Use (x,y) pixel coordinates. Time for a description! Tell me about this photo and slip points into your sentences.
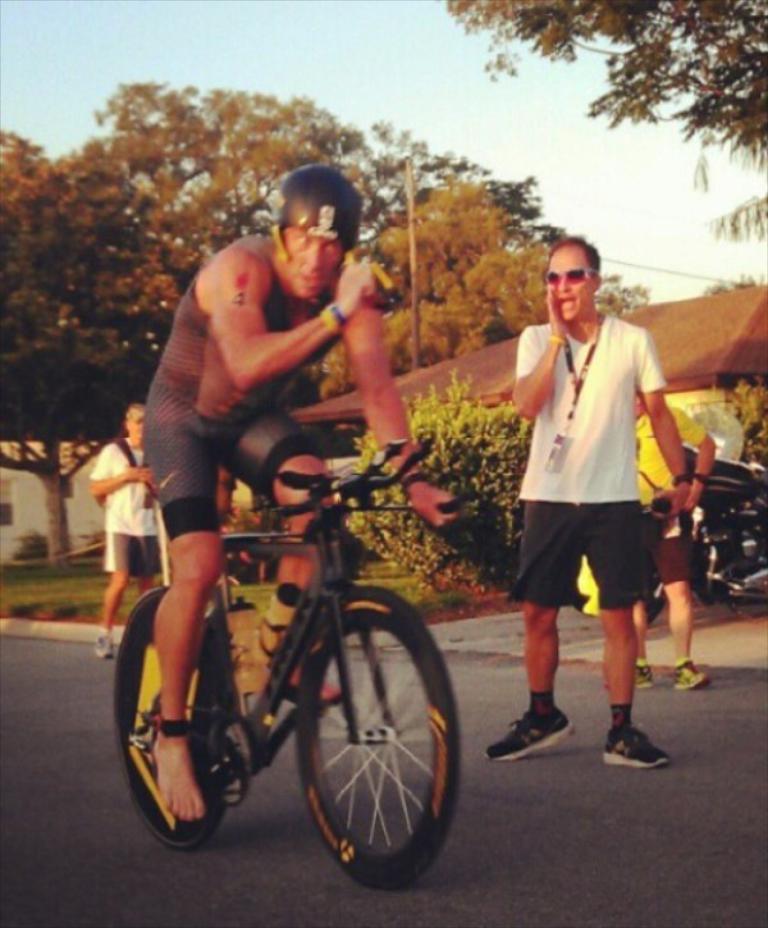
In image I can see a group of people (219,383) among them, a man (303,462) is riding a bicycle (319,661) on the road (113,842). I can also see there are few trees (729,287) and a house (724,358).
